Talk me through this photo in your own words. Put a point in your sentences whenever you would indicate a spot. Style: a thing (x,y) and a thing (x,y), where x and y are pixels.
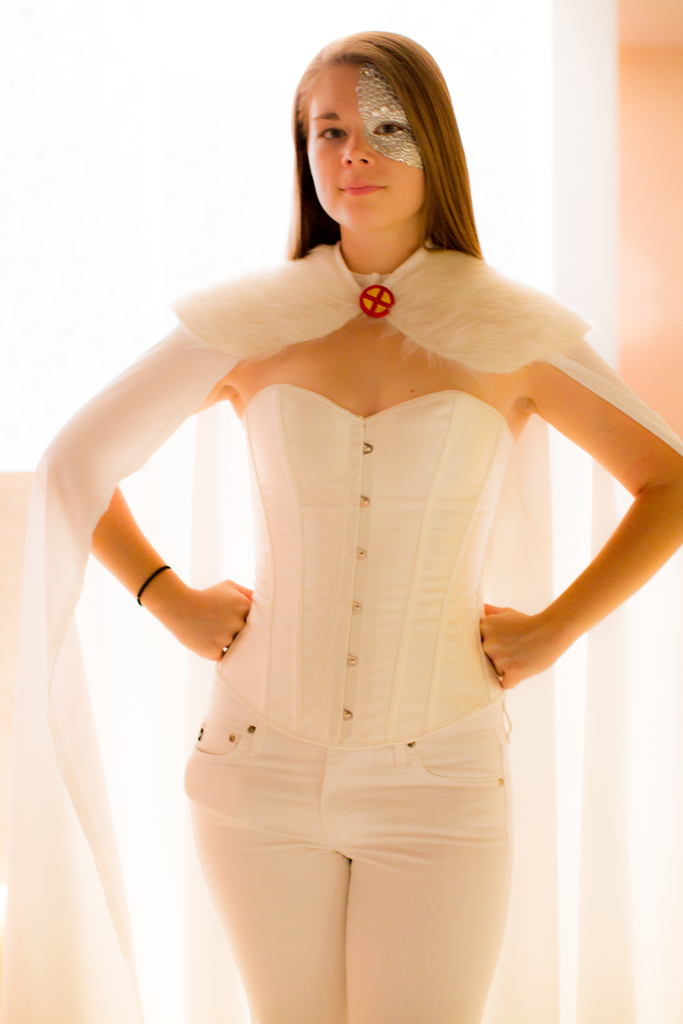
In this image we can see a person (339,492) wearing a costume (352,535).
